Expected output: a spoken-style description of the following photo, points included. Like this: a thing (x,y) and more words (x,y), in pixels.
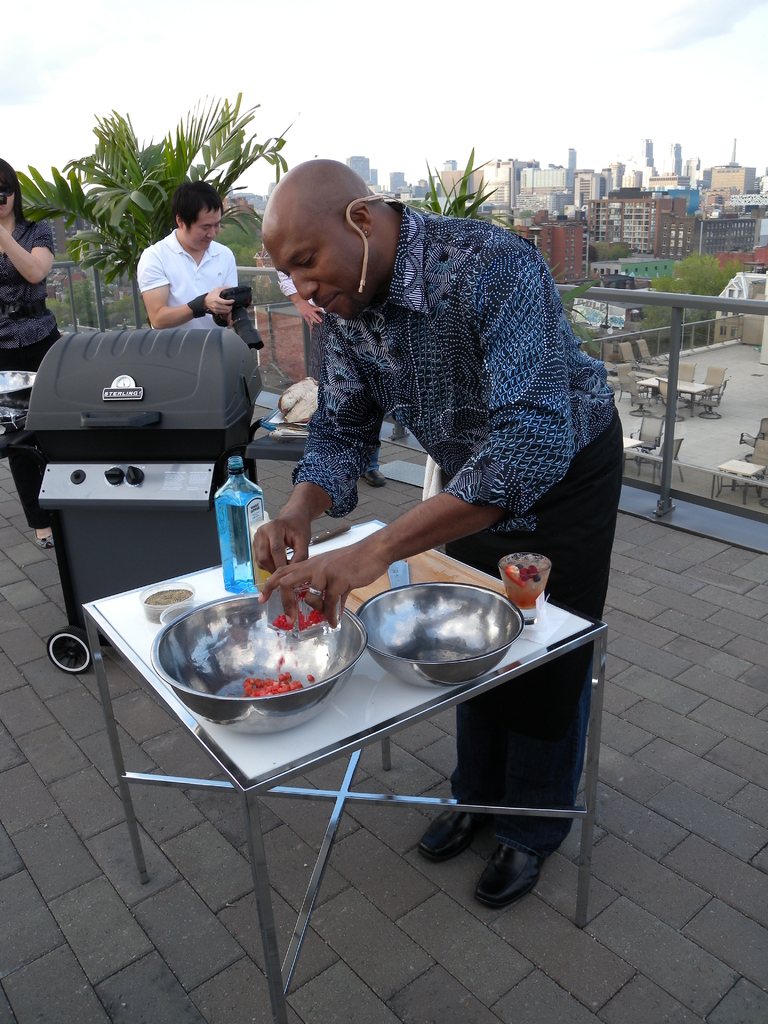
In this picture we can see the table (194,717) with bowls (273,632), bottle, glass (515,589) on it, some people (199,256), grill (202,399) on the floor (655,867) and in the background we can see tables (645,383), chairs (637,390) on the floor (701,357), trees (109,276), buildings (524,204), some objects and the sky (456,151).
